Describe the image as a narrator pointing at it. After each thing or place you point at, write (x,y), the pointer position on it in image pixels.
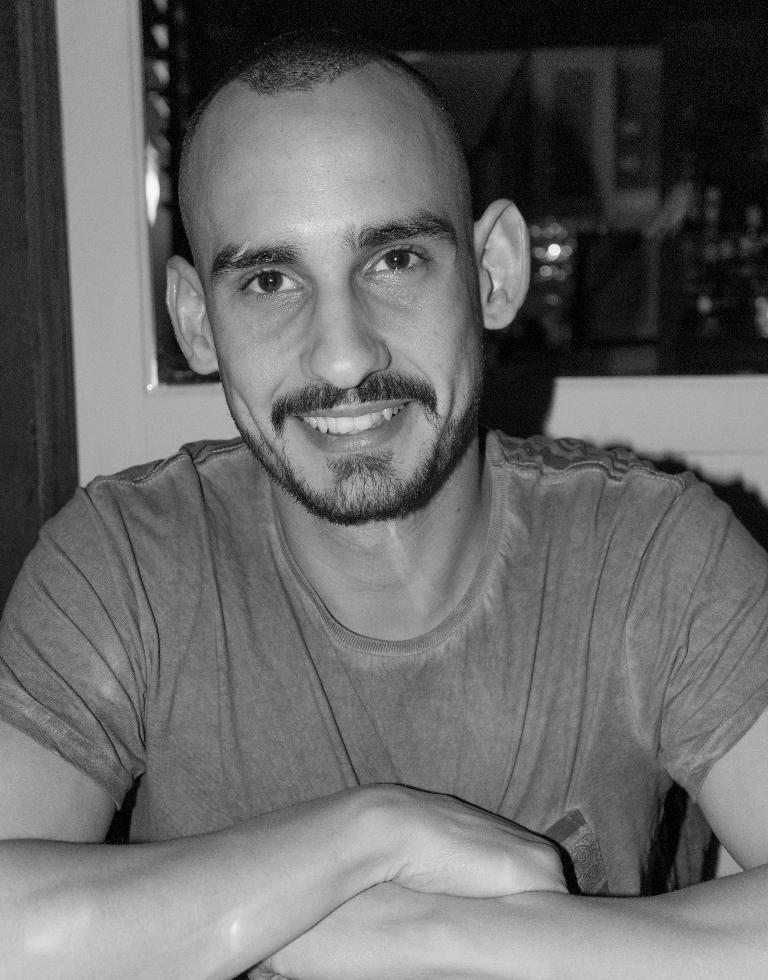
In this picture I can see a person (369,557) with a smile (393,428).
